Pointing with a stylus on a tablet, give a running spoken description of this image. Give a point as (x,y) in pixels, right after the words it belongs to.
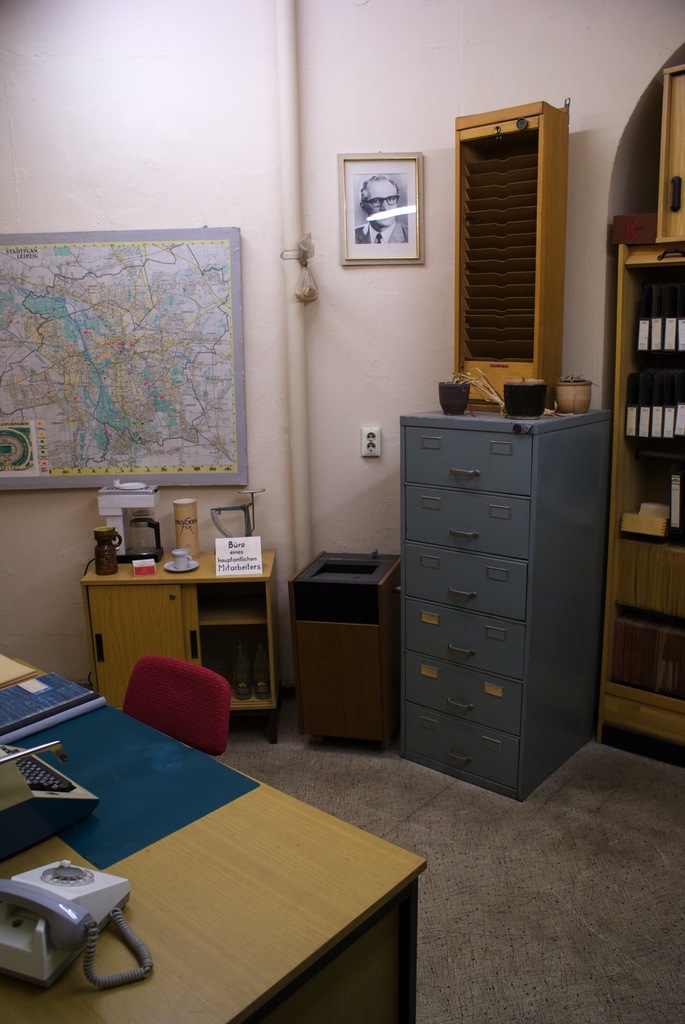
There are table (149,889), chair (136,688), a map (119,455) on the wall (333,254), a photo frame (373,228) and set of drawers (496,450) in a room (276,562).
